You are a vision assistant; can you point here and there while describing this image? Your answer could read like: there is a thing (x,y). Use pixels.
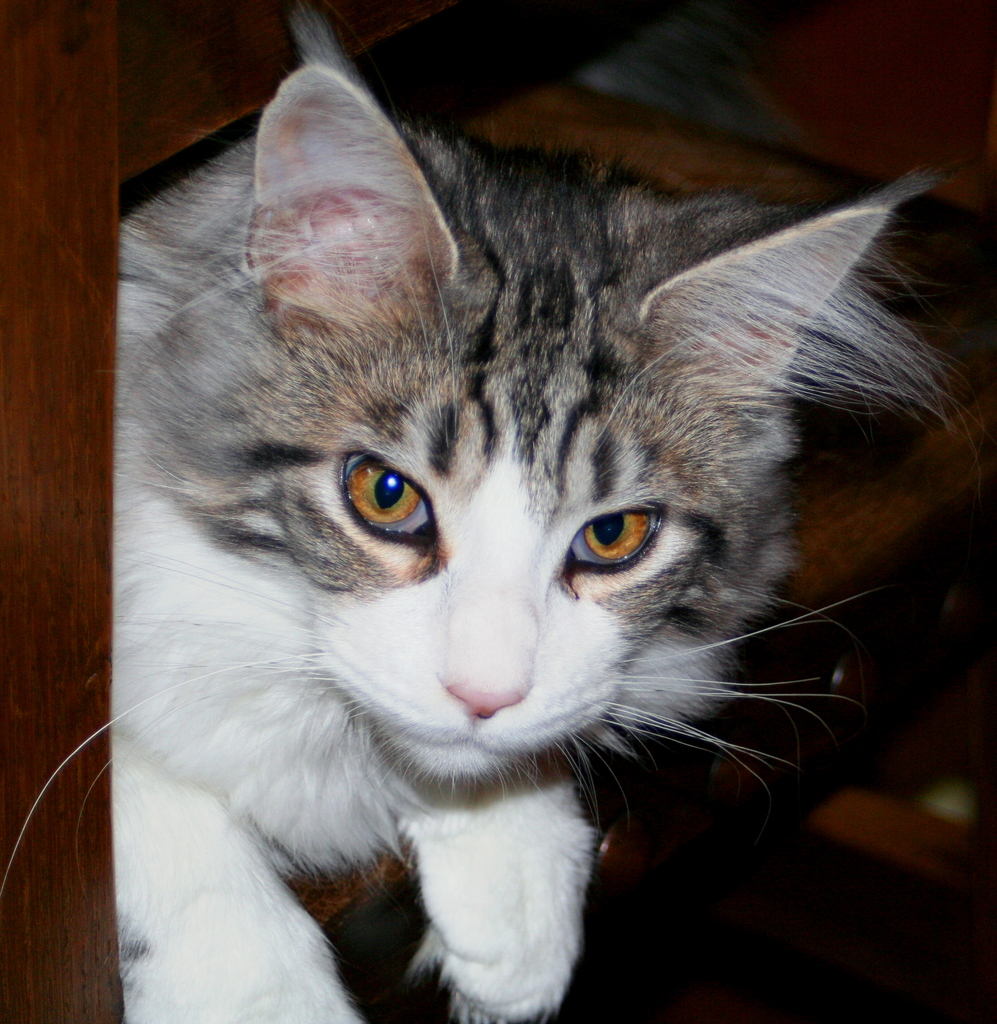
In this picture we can see a cat (315,923) and wooden object (852,575).
